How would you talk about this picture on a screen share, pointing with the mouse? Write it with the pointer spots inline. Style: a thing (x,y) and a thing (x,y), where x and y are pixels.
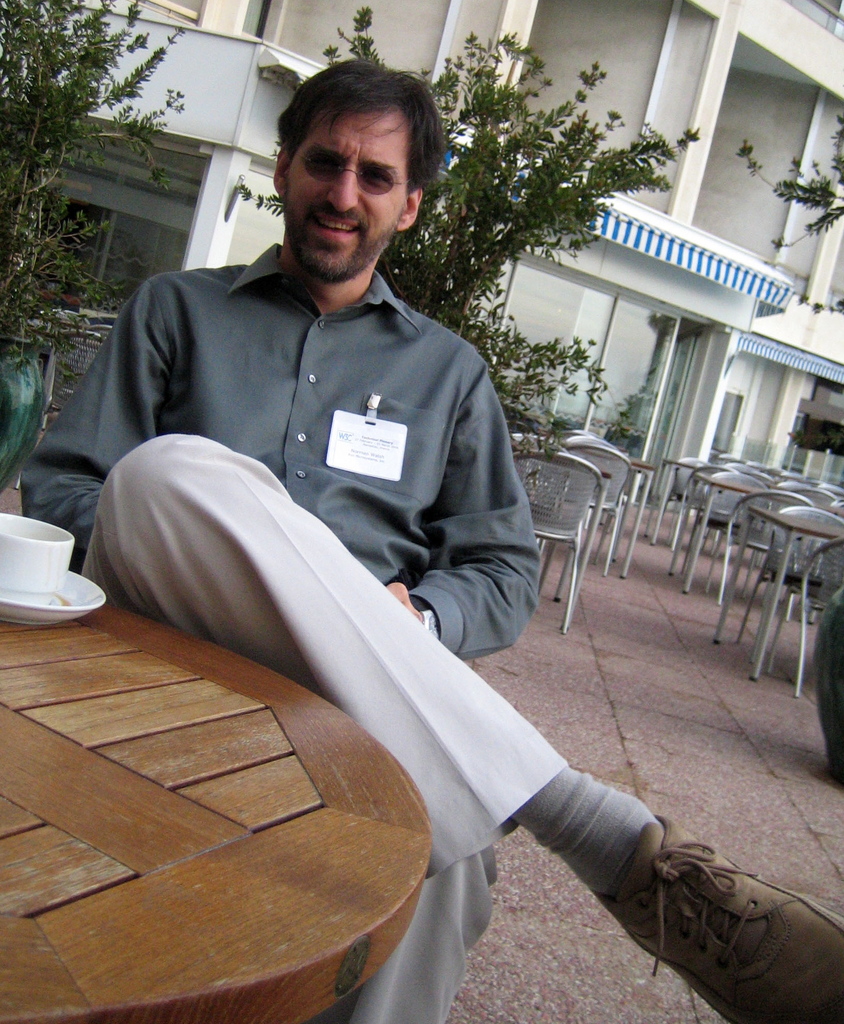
It is a restaurant (306,730), a man (398,407) is sitting in front of one of the table (131,659) and there is a cup (50,592) and saucer (61,591) on the table (74,745), behind the man (299,239) there are some plants (450,190) and next to the plants (513,150) there is a big building (557,323), it is off white color.
